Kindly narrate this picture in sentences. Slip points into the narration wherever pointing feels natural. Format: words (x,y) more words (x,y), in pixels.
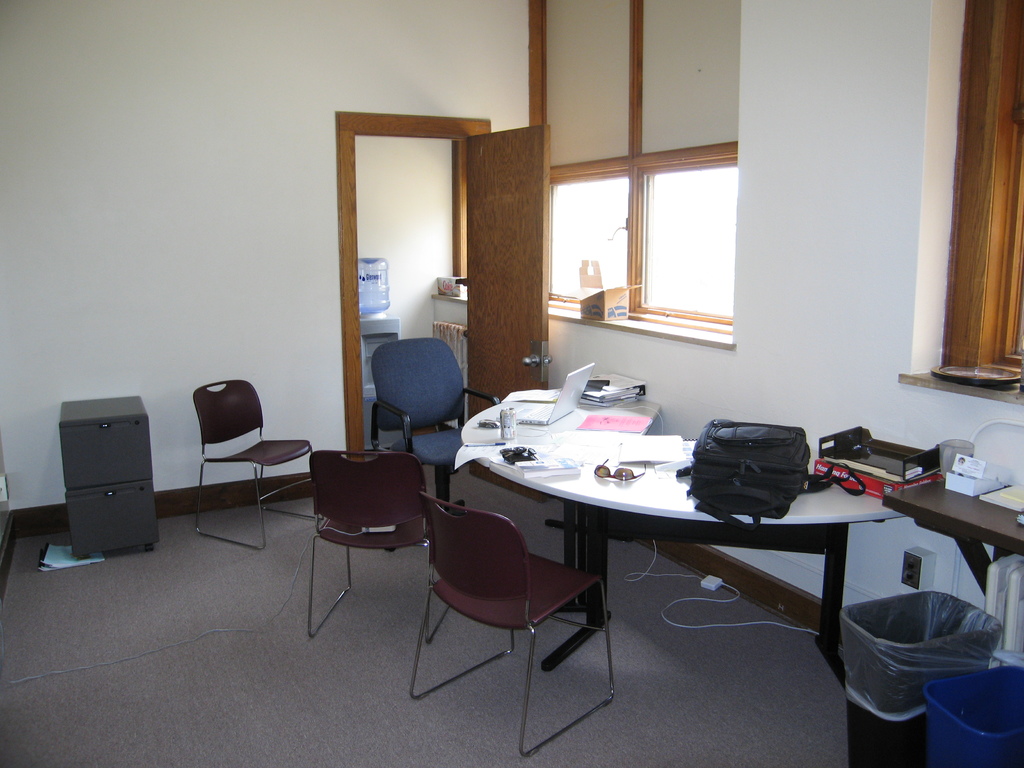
In this picture we can see a room (166,425) with chairs (385,456), table (592,528) and on table (544,430) we have laptop (541,417), books (639,393), goggle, bag (761,506), tray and aside to this table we have two bins (900,696) and in the background (111,250) we can see wall (243,248), water can (372,260), door (520,203), windows (681,239).
